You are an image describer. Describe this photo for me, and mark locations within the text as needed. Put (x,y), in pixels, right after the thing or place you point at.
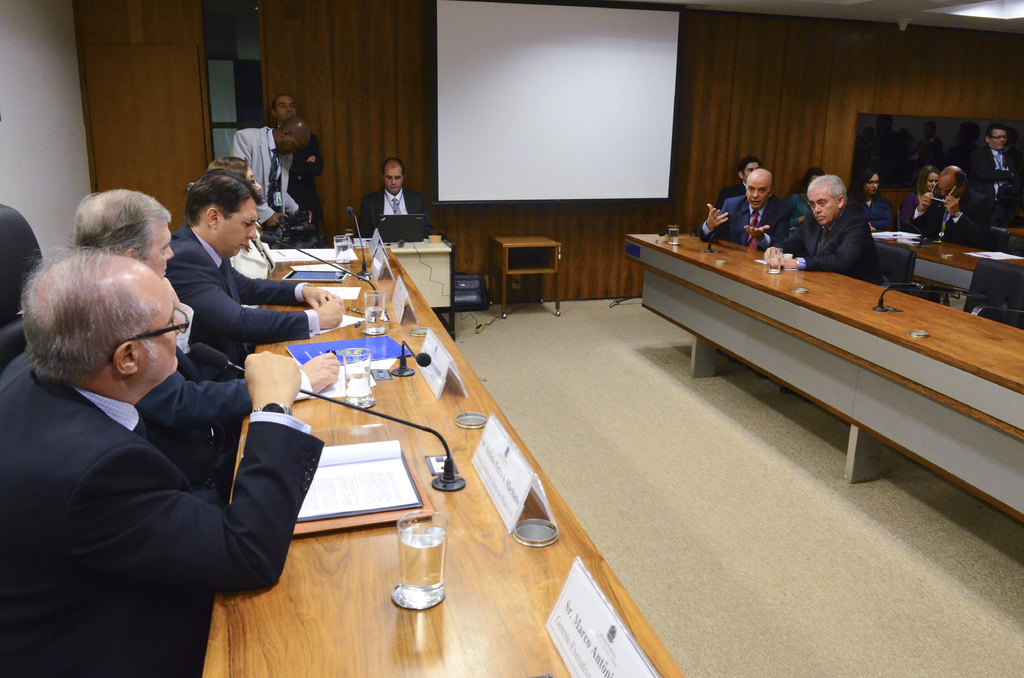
Here we can see group of people (215,252) sitting on chairs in front of a table (231,643) in a conference room (620,629) and here we can see a projector screen (522,175) and on the table (410,363) we can see a glass of water (412,539) and papers (384,499) present with name card (494,482) on each place.
